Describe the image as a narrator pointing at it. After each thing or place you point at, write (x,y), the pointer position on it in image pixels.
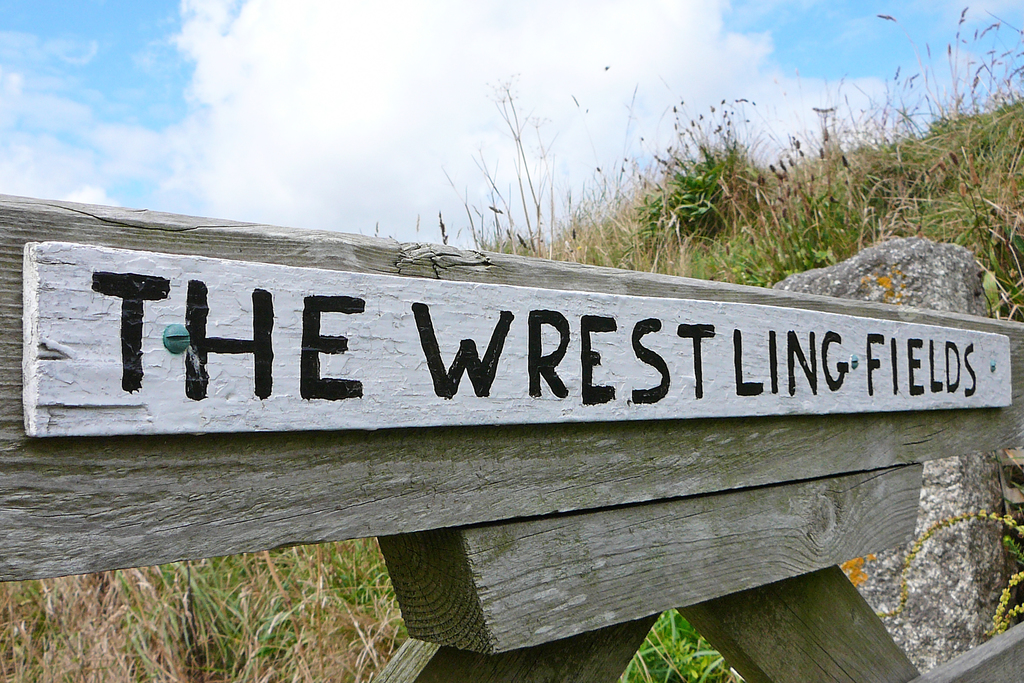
In this image I can see a wooden board (657,366) attached to the wooden object (576,555). Back I can see a green grass (356,571), rock (976,578) and dry grass (255,582). The sky (660,102) is in white and blue color.
